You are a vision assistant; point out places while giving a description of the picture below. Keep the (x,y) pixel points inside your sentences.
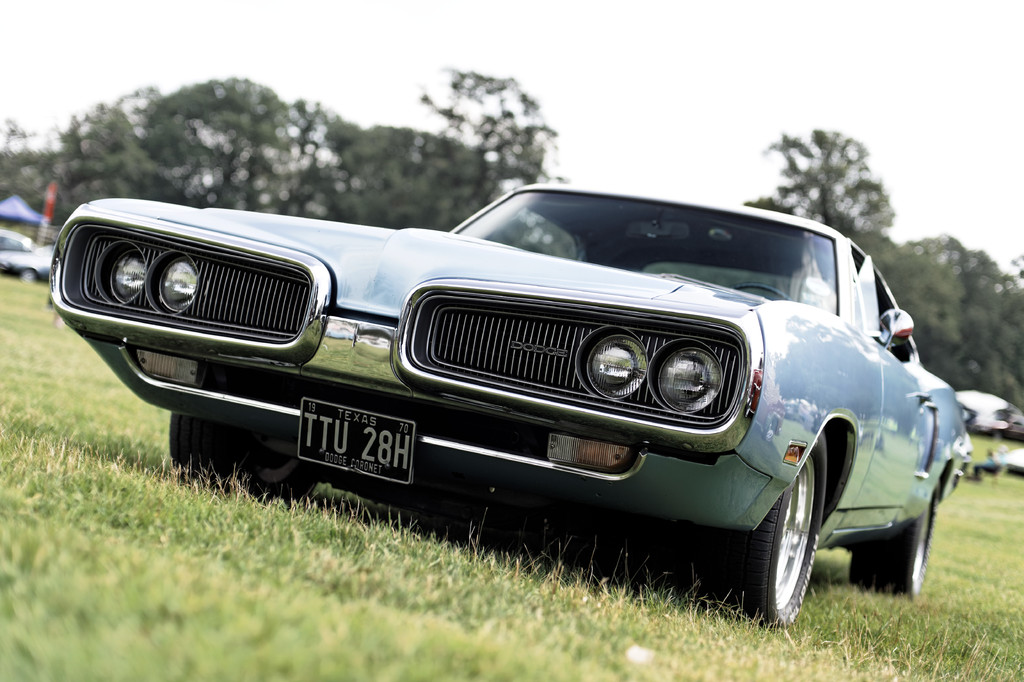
In this picture there is a car (190,449) in the center of the image (525,403) and there is grassland (84,461) at the bottom side of the image (64,604).
